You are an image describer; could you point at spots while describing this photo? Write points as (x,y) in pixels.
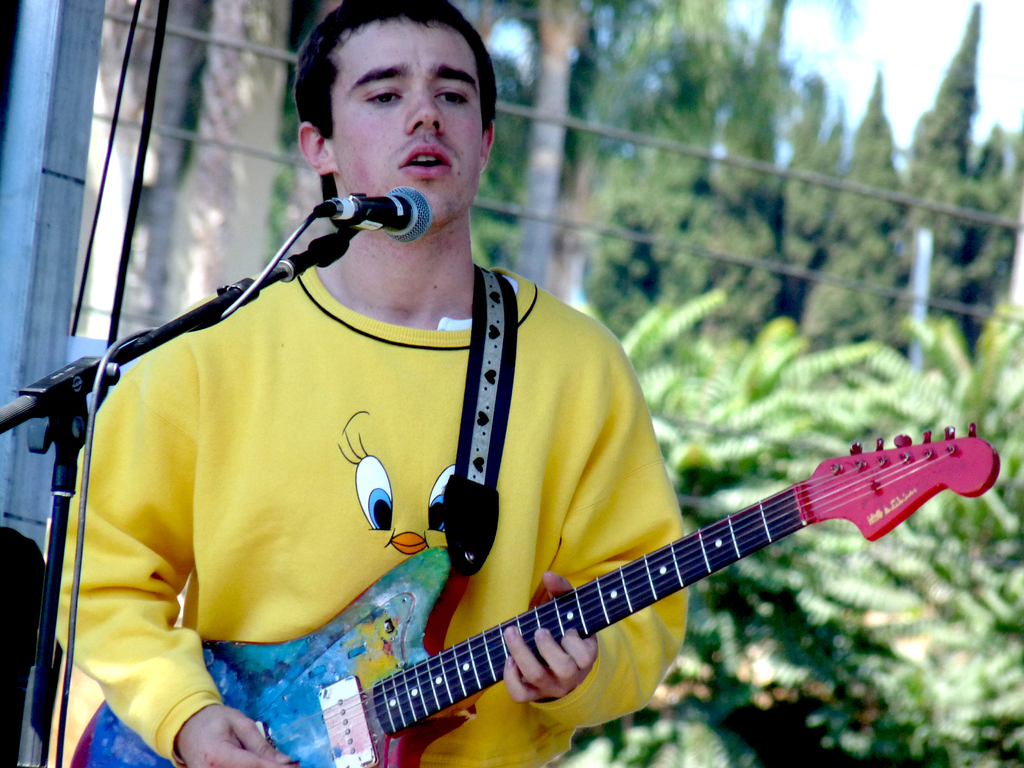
In this image there is one person (370,513) who is standing and he is holding a guitar (380,649) and he is wearing a yellow t shirt (388,435), in front of him there is one mike (370,209) it seems that he is singing. On the right side of the image (772,378) there are some trees (743,195) and sky (878,55).
